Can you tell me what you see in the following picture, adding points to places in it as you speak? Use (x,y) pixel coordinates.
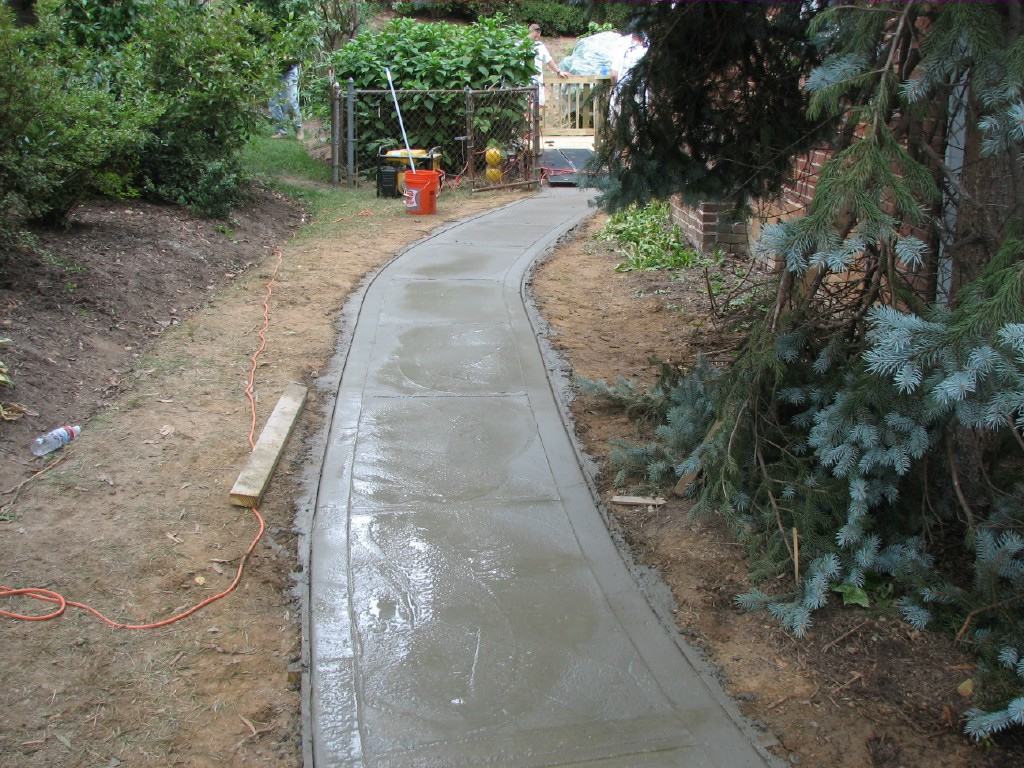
In this picture we can see a concrete path (412,505), beside this concrete path (426,518) we can see a bottle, wooden stick (249,475) and some objects (266,297) on the ground (225,483) and in the background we can see trees (871,423), wall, people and some objects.
